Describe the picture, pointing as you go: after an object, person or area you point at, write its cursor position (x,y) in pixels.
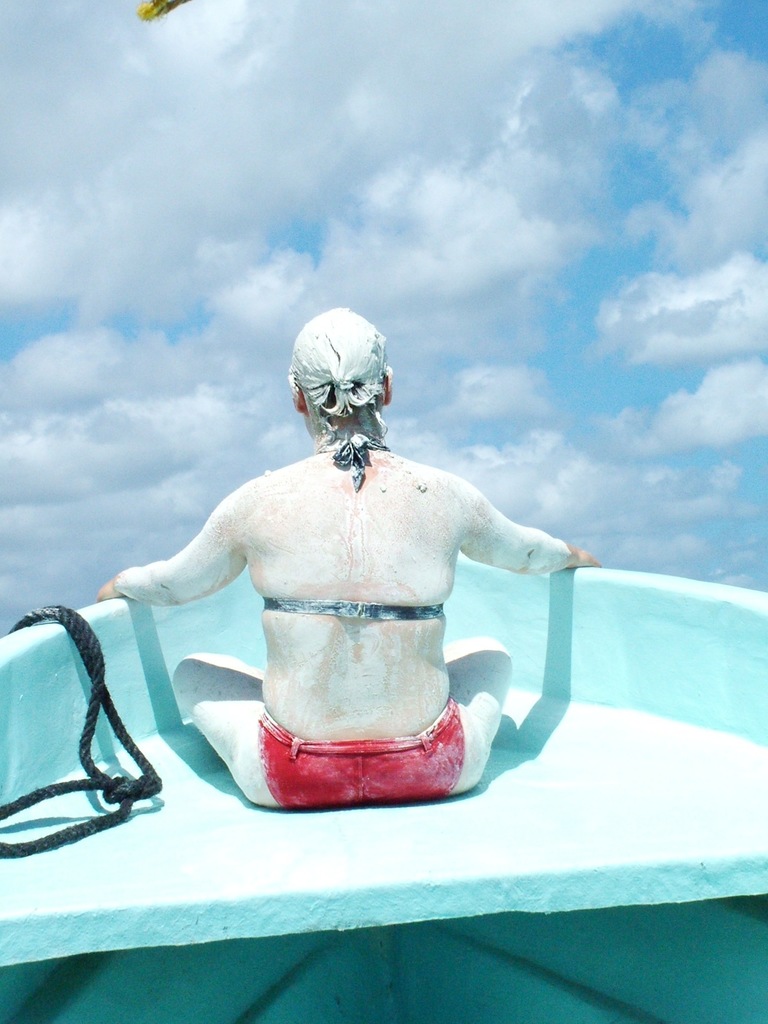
In this image there is a person (380,733) is sitting on a boat (187,810) having a rope (75,836). This person (363,724) has painted his body (313,540). Top of image (172,318) there is sky (297,174) with some clouds (239,181).
